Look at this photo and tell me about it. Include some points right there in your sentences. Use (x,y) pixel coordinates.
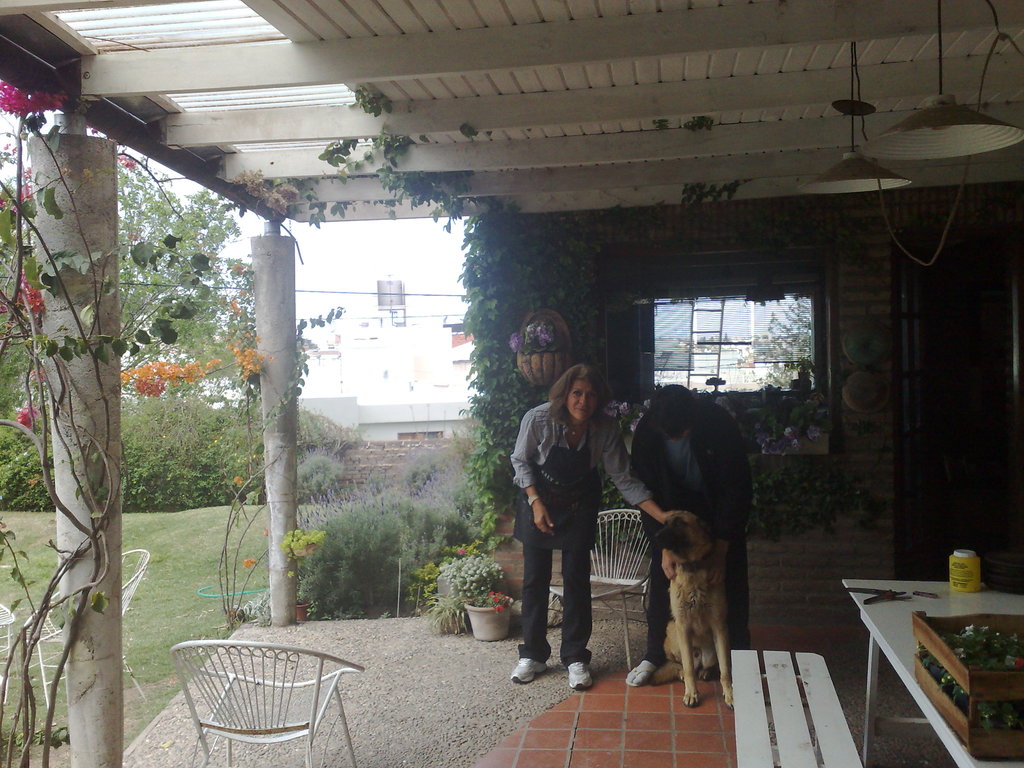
In this picture inside part of the house (513,551). She is standing and he is also like standing. She is holding a dog (680,570). There is a table (889,595). There are some products (886,592) on the table (861,584). We can see in the background (365,483) there is a tree (255,427), building (345,393), sky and flowers (141,388) also.
